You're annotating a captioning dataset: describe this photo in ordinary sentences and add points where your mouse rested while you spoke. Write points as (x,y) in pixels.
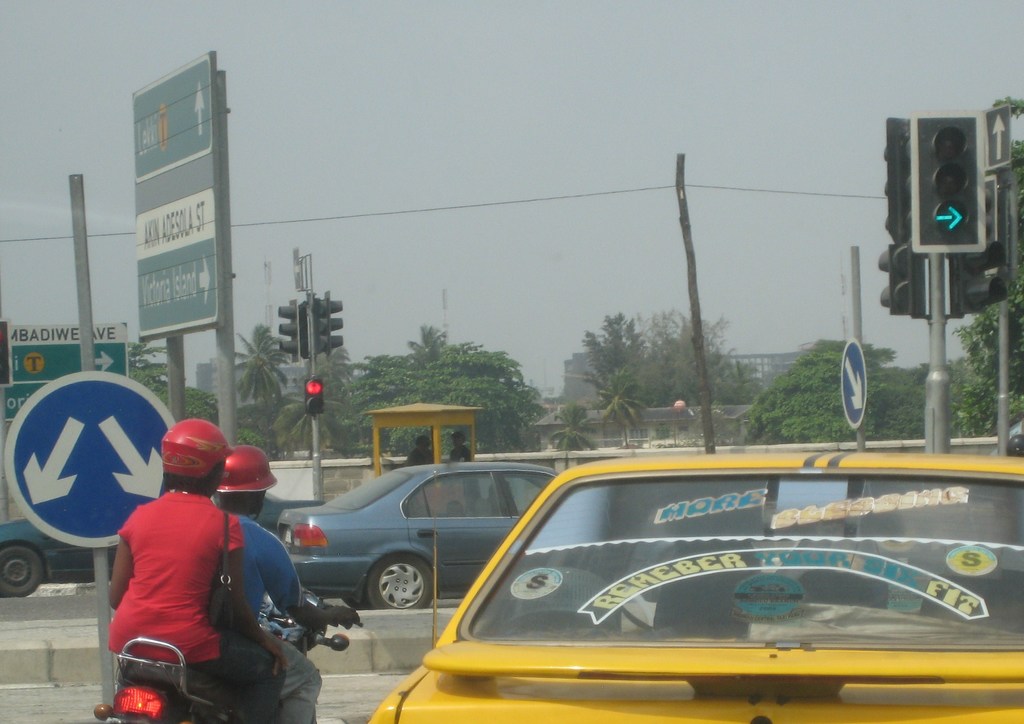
In this picture we can see vehicles (462,462) on the road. There are people (296,603), among them two people (280,606) riding a bike (284,628) and wore helmets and we can see boards (116,404), traffic signals (311,389), wires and poles (704,403). In the background of the image (381,403) we can see trees (648,379), buildings (729,405) and sky (500,154).
